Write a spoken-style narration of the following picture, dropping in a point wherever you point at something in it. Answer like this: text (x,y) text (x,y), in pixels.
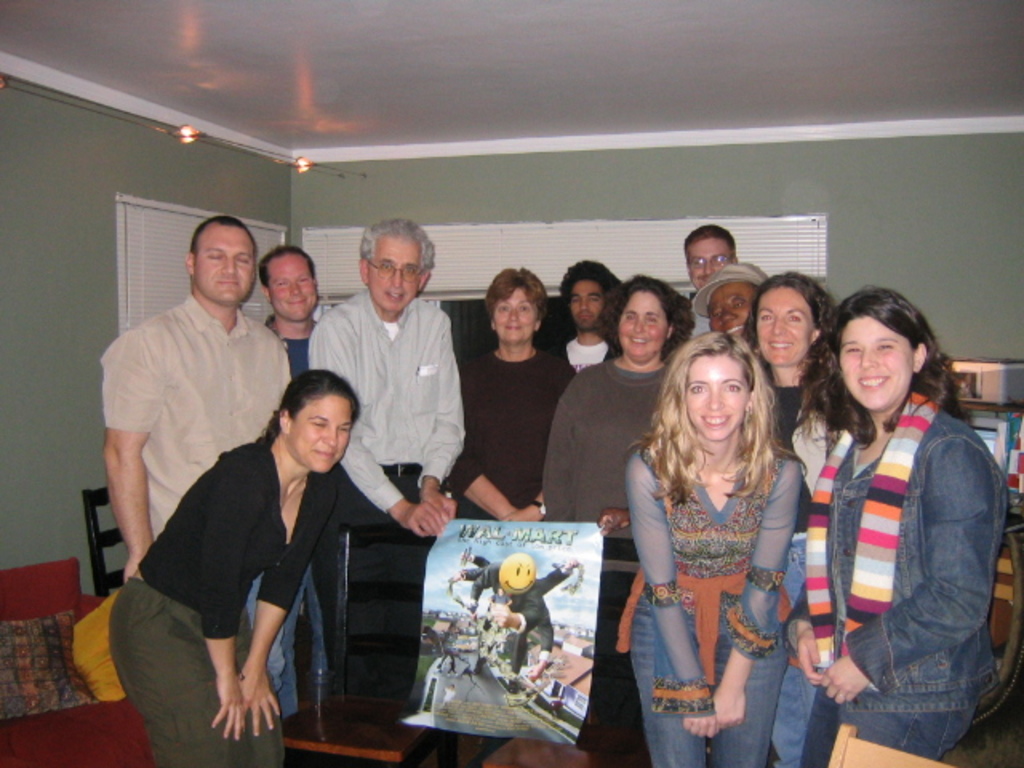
In the center of the image (422,274) there are people (666,732) standing. There are chairs (586,736). There is a poster (546,669). In the background of the image (331,216) there is wall (69,161). At the top of the image (67,29) there is ceiling (169,103). To the left side of the image (69,660) there is a red color sofa (86,615) with pillows (31,670).
